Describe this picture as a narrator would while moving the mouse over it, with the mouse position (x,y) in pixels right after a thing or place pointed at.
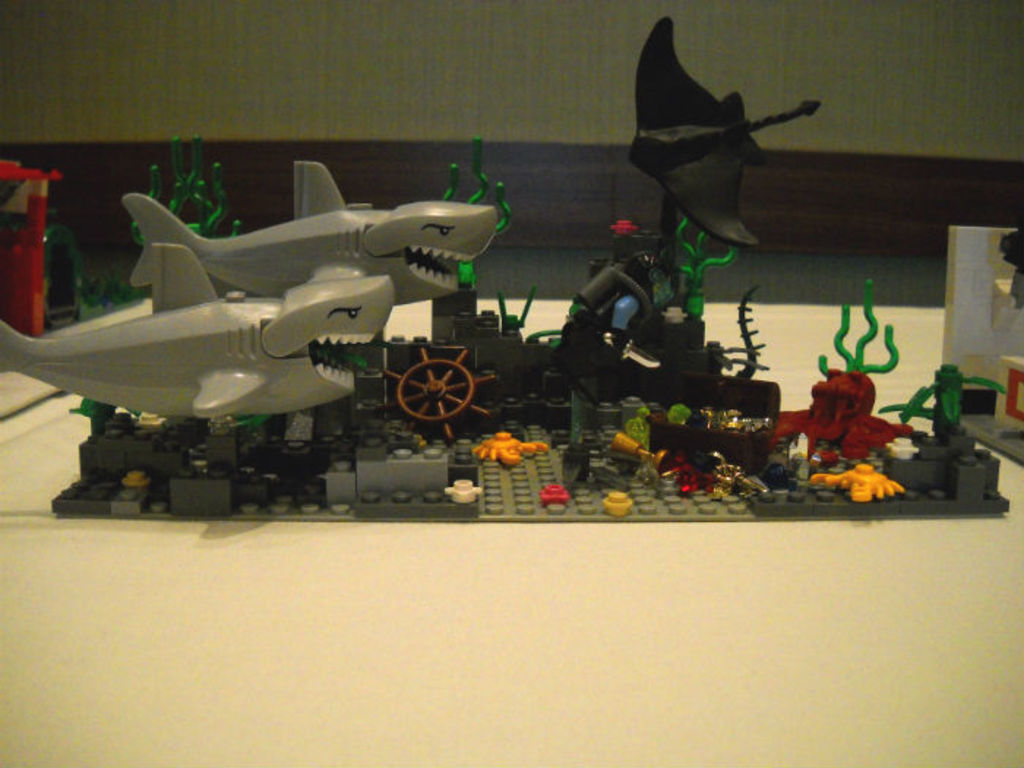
This image consists of a miniature (564,507) and there are toys (355,345). These all are kept on the desk (226,644). In the background (176,58), we can see a wall (610,214).
